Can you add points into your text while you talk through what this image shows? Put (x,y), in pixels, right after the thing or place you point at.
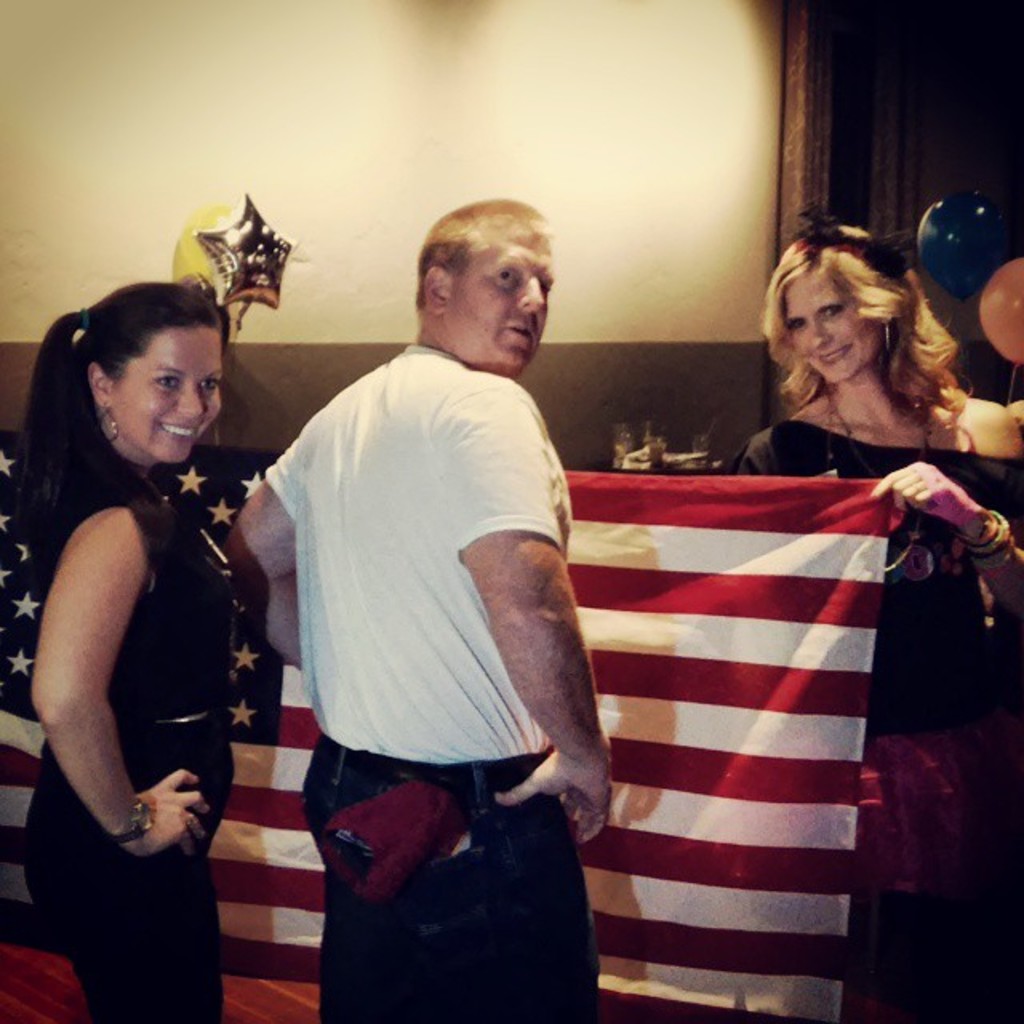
In this picture we can see three persons (988,464) on the right side (820,448) woman (820,420) is holding a flag (808,525) in her hand (900,480) and the center person (502,441) wearing white color T-Shirt (409,504) and at left side (99,636) we can see a woman (67,601) wearing a watch (135,802) with a beautiful smile (168,420) and at the background (320,150) we can see a wall (211,132) and two balloons (1002,236) blue and orange in color.
